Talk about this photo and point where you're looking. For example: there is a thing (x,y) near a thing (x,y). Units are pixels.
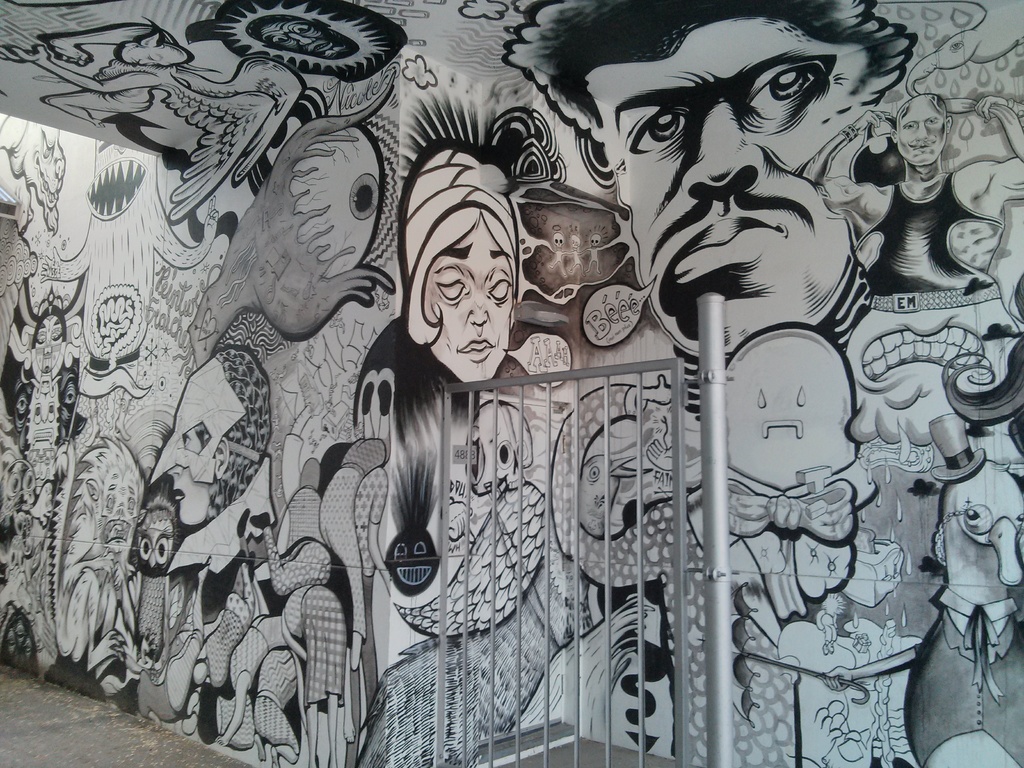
In this picture we can see a wall (383,475), there is a painting (369,373) on the wall (261,453).
